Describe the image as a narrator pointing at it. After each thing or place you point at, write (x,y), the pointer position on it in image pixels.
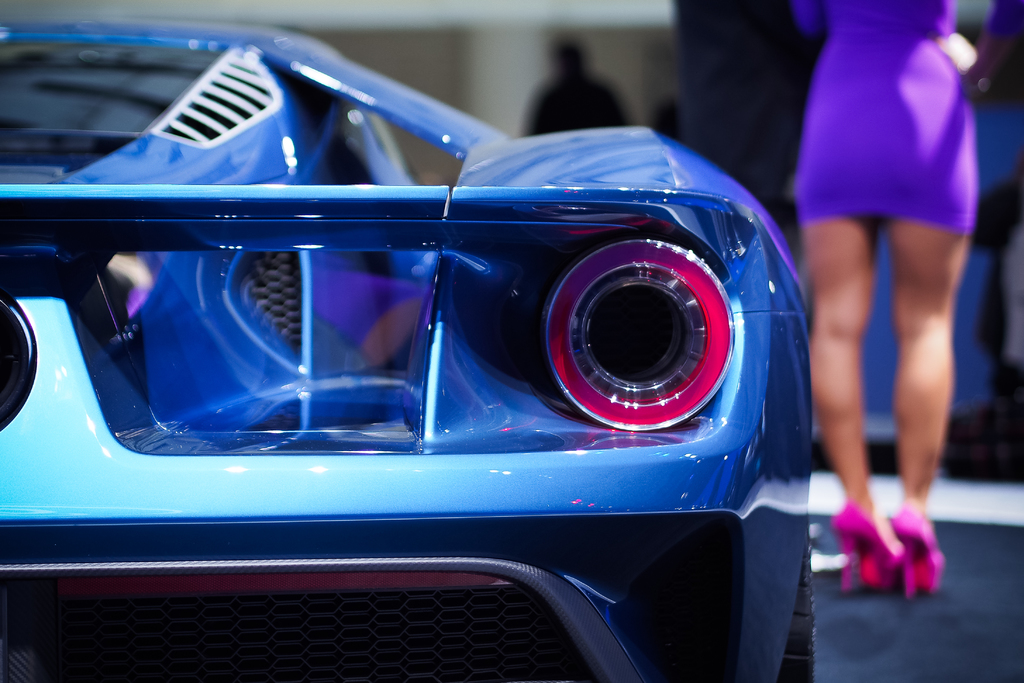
In this picture we can see a car (289,245) and on the right side of the car (246,93) a person (906,100) is standing. Behind the car (312,86) there is the blurred background (538,15).
